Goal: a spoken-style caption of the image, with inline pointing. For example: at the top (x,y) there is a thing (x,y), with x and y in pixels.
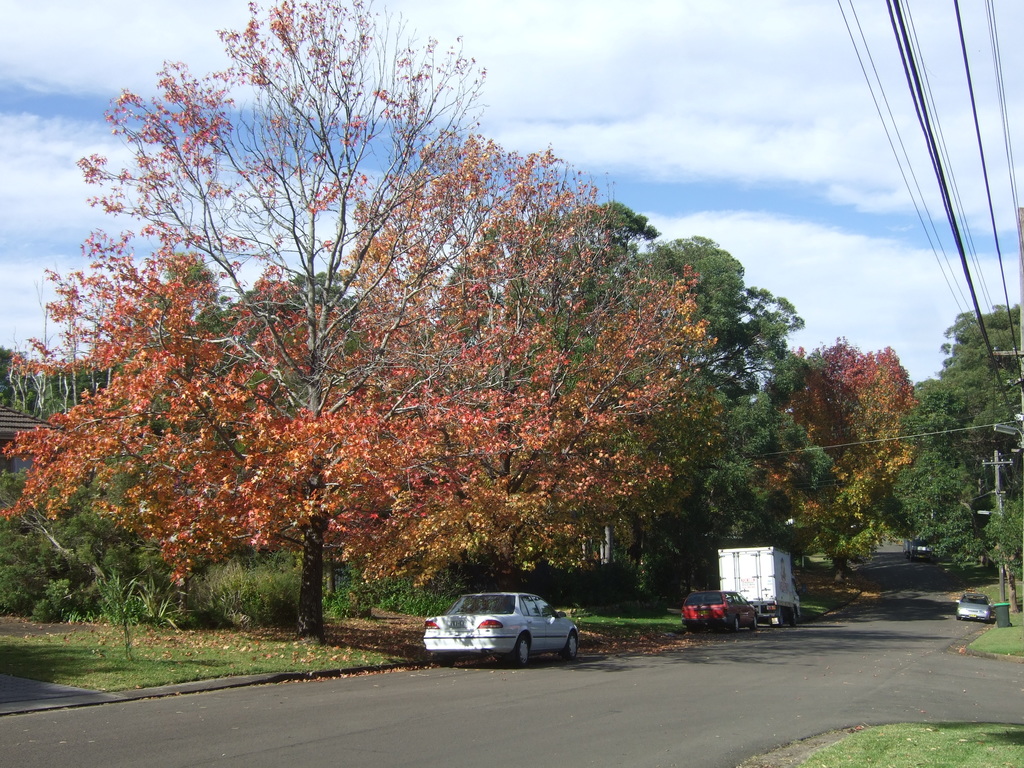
In this image we can see a road (851,677) and some vehicles (499,649) are parked on road (921,621). To the left side of the road (897,597) so many trees (577,444) are present. To the right side of the image (894,159) one pole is there and electric wires (929,214) are attached to the pole (1019,418).
